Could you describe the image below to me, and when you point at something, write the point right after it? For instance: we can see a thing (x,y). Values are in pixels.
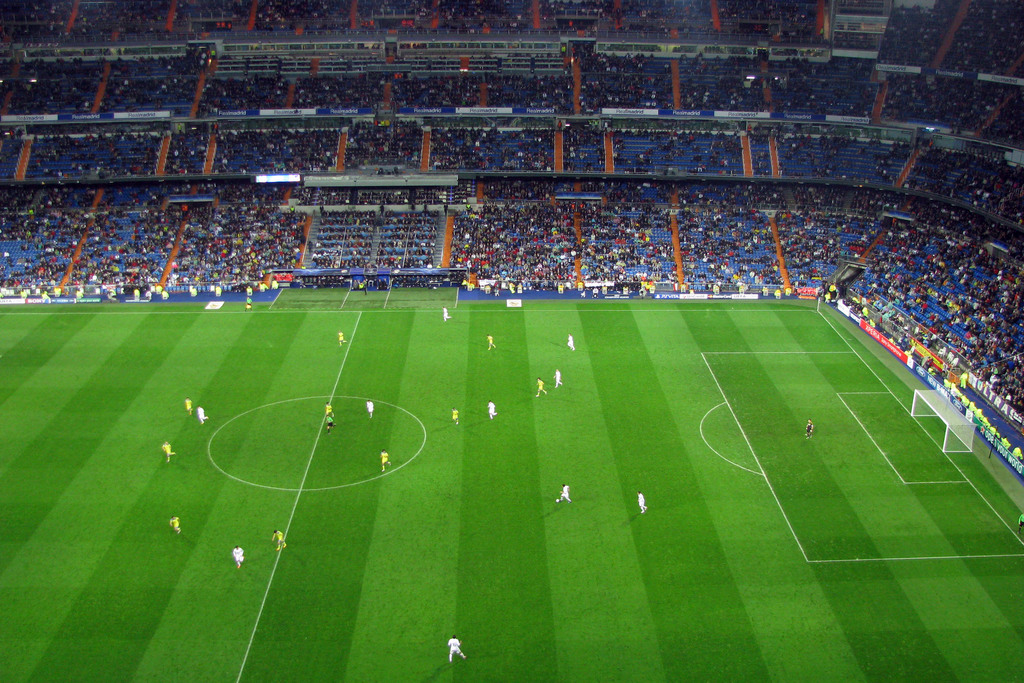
In this image I see the football stadium (555,281) and I see number of people (453,246) in which few of them are on the pitch (414,414) and I see white lines (752,454) and I see the goalpost (967,439) over here.
